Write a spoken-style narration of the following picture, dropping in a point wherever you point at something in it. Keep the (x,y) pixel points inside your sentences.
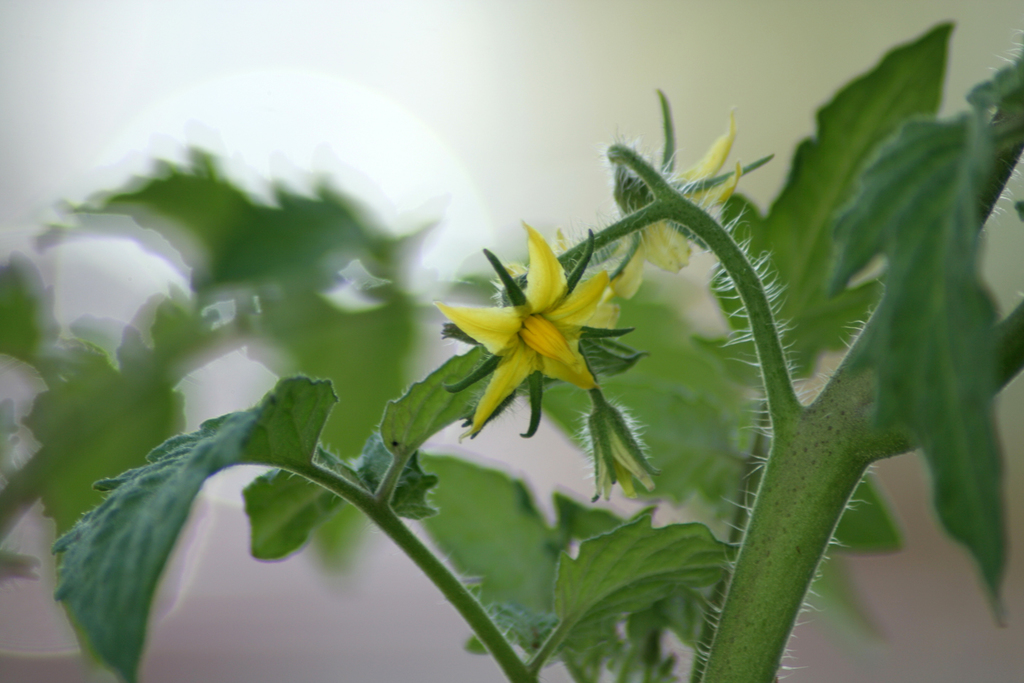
In this image in the foreground (760,258) there is a plant (188,309), and in the background (578,157) there is a wall (394,199).
